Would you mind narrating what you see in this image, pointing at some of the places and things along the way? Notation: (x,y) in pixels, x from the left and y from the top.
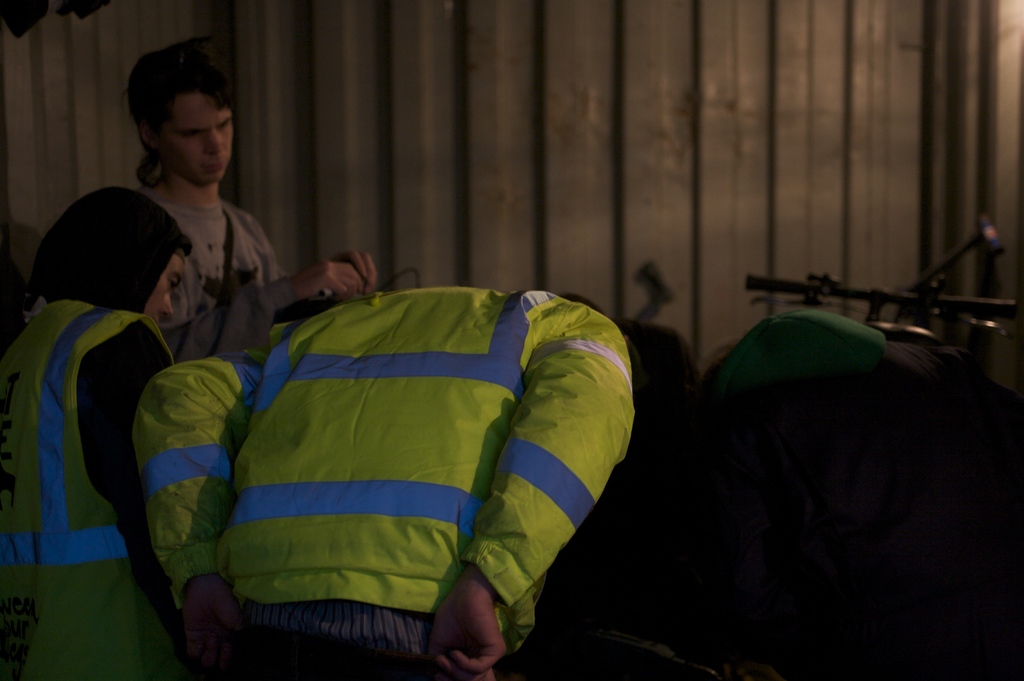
In this picture we can see a group of people (88,373). On the right side of the image (873,293), there is an object (878,306). Behind the people (201,363), there is a wall (485,181).
